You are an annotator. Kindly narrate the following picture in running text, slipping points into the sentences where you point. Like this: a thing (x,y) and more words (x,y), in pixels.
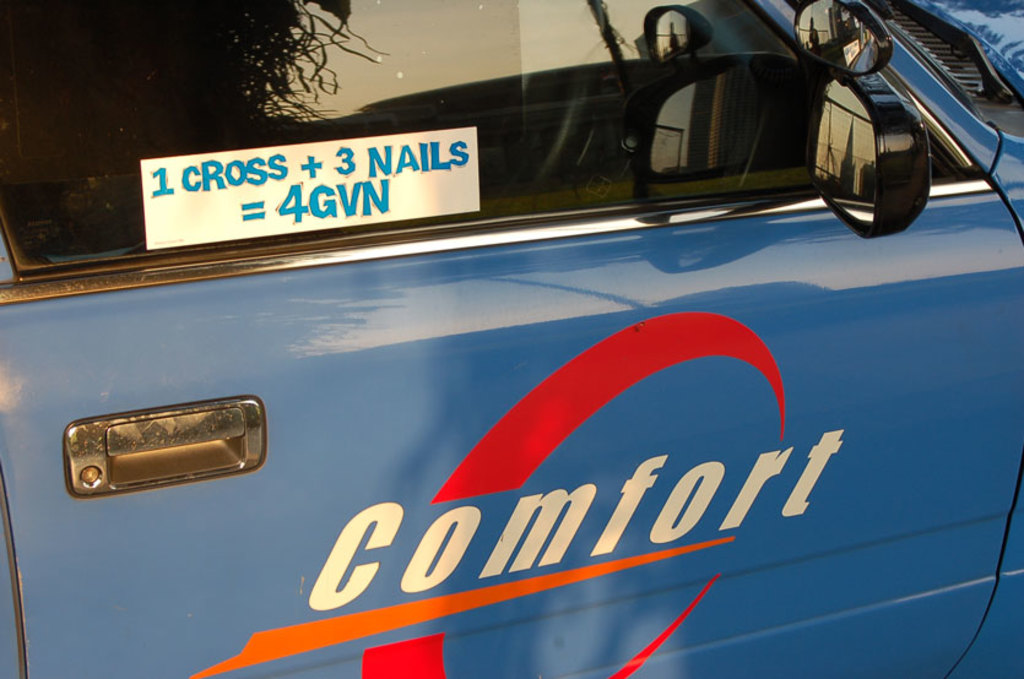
In this picture we can see a blue color car (342,361), on the car (328,365) there is text (198,178). On the right (817,175) we can see side view mirrors (871,126).
